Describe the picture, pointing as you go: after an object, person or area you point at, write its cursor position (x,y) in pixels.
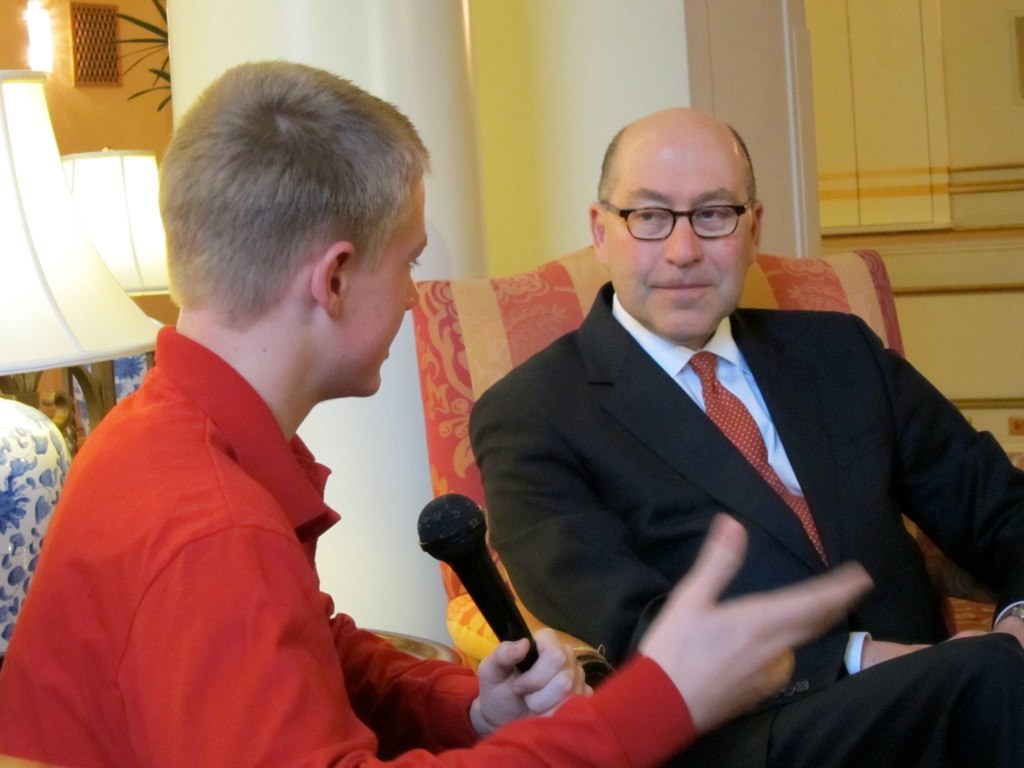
In the picture we can see a man (255,539) sitting in the chair (887,300) and interviewing a person (842,557) in front of him, the interviewer (204,575) is asking something holding a microphone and opposite man (998,483) is in black color blazer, tie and shirt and behind him we can see a pillar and behind it, we can see some lamps (38,288), and a light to the wall (982,132) and beside it we can see a part of the leaves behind the pillar (462,41).
